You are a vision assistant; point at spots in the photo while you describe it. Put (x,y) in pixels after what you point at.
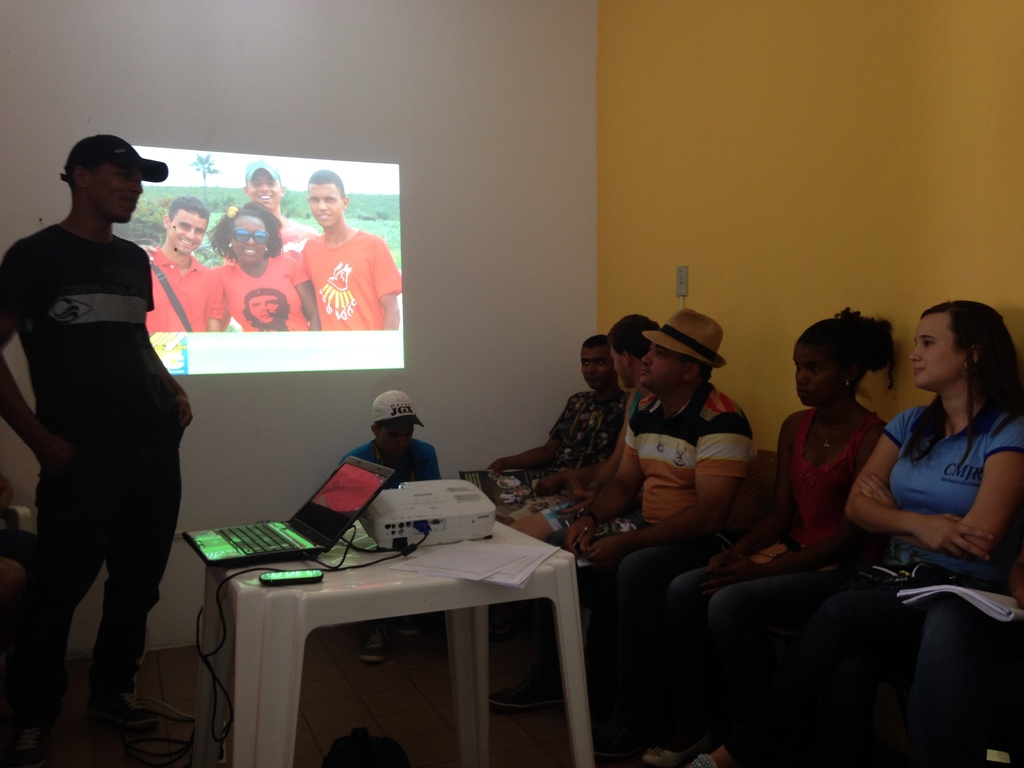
In the image we can see there are people (986,482) who are sitting on sofa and on the table (352,558) there is laptop (353,513) and projector (422,516) and there is a man (117,502) who is standing and behind him there is a projector screen (264,241) on the wall (217,324).
